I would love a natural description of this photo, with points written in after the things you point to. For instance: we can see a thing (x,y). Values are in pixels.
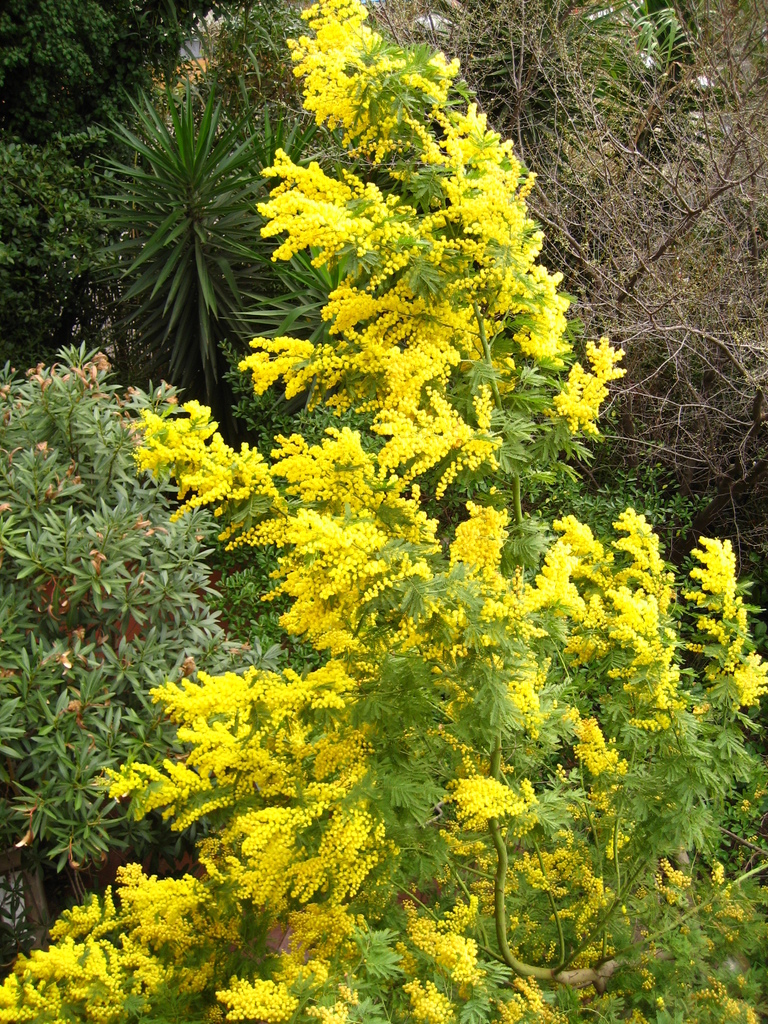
In this image we can see some trees (38,725) and flowers (455,174).
